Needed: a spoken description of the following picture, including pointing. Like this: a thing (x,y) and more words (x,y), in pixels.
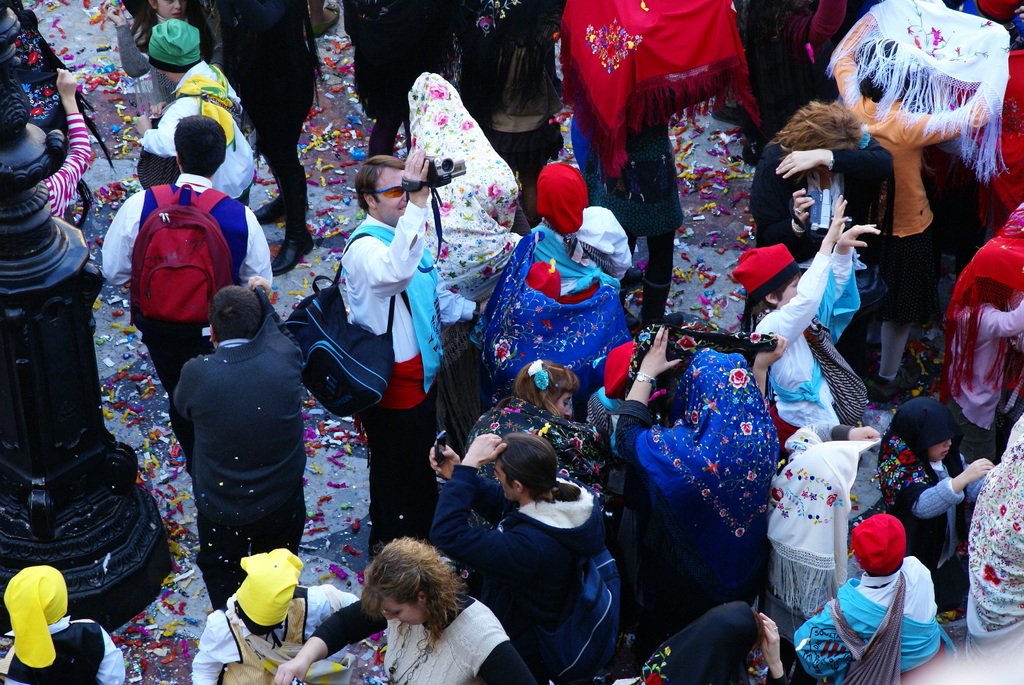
In this image I can see the group of people (469,477) with different color dresses (427,476). I can see few people (400,476) are wearing the bags (408,306) and holding the cameras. To the left (63,403) I can see the black color pole (41,257).
